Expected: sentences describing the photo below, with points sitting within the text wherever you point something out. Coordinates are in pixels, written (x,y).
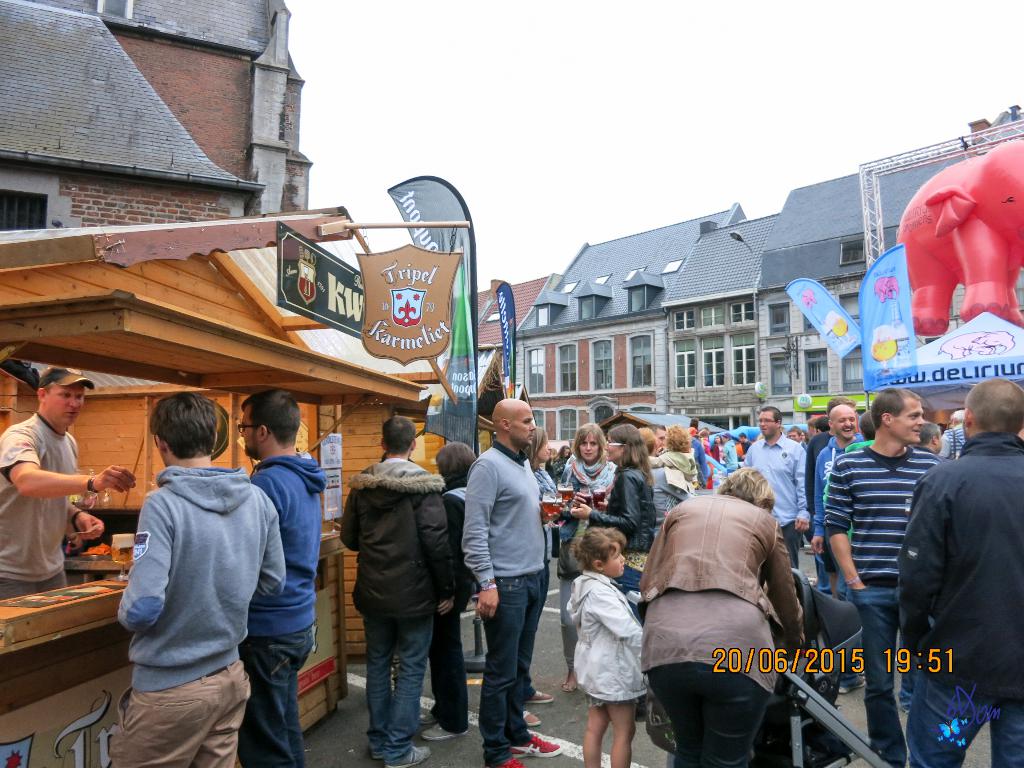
In the image we can see there are many people (578,523) standing, wearing clothes (532,561) and some of them are wearing shoes (527,720). Here we can see the buildings (655,376) and these are the windows (600,356) of the buildings (591,363). We can even see air balloon (913,288), board (363,297) and text (351,294) on the board (370,299) and the sky (619,61). On the bottom right (852,661) we can see the watermark (889,669).
